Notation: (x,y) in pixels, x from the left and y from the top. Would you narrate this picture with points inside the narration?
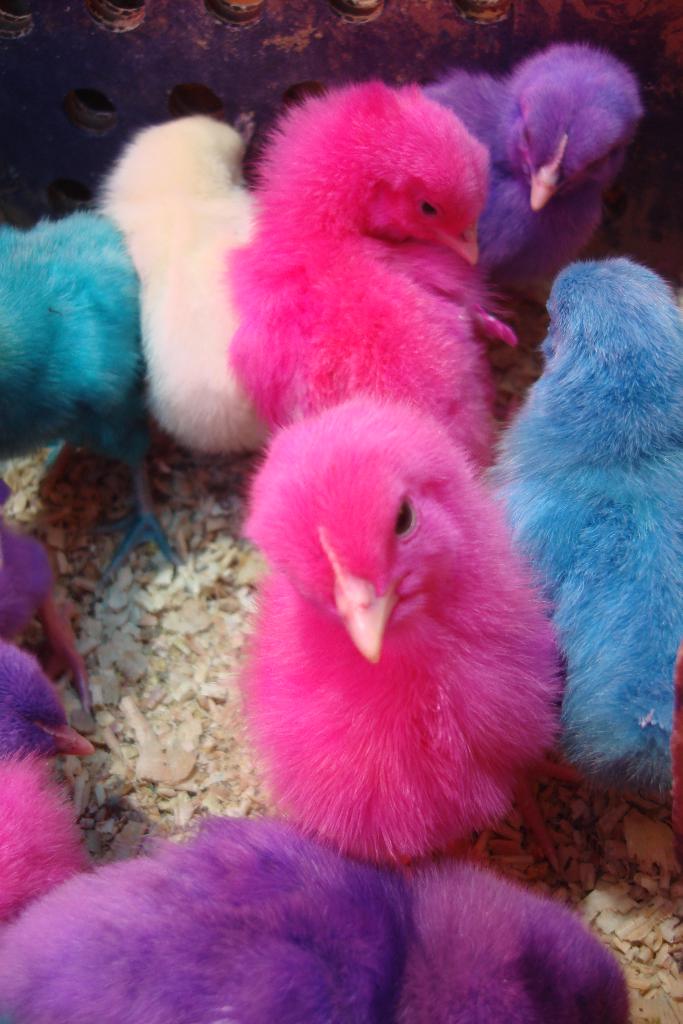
In this image there are different color chickens (375,525) in the middle (274,484).
